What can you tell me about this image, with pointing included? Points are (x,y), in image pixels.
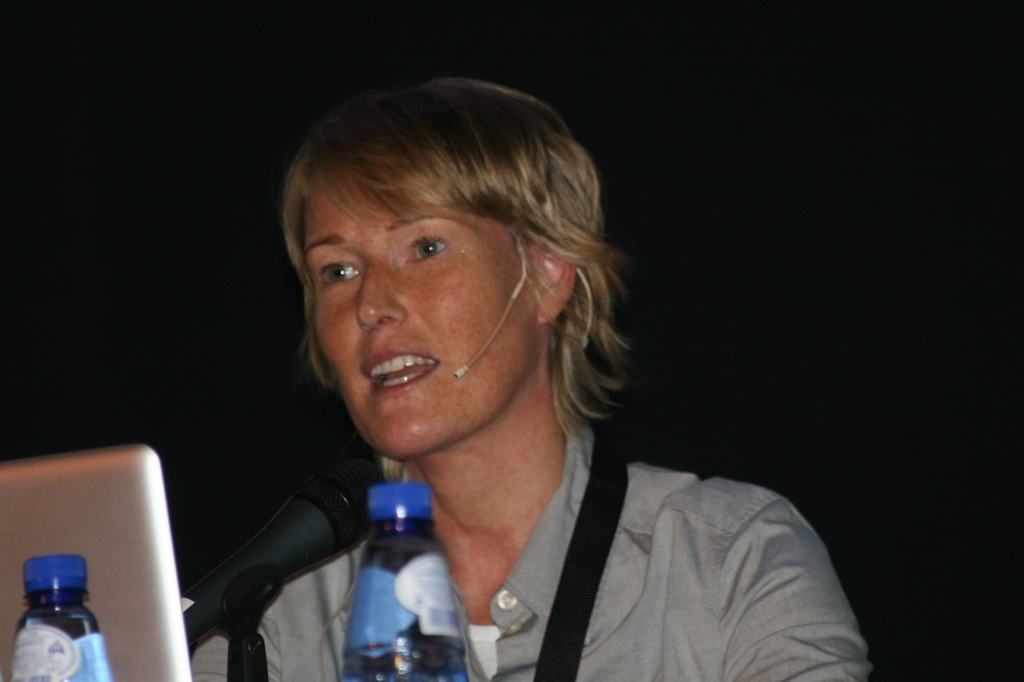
In this image we can see a woman (852,649) sitting in the center (606,298) and she is speaking on a microphone (336,513). Here we can see a laptop (136,522) and cool drink bottles (450,668) which are on the left side (27,637).
